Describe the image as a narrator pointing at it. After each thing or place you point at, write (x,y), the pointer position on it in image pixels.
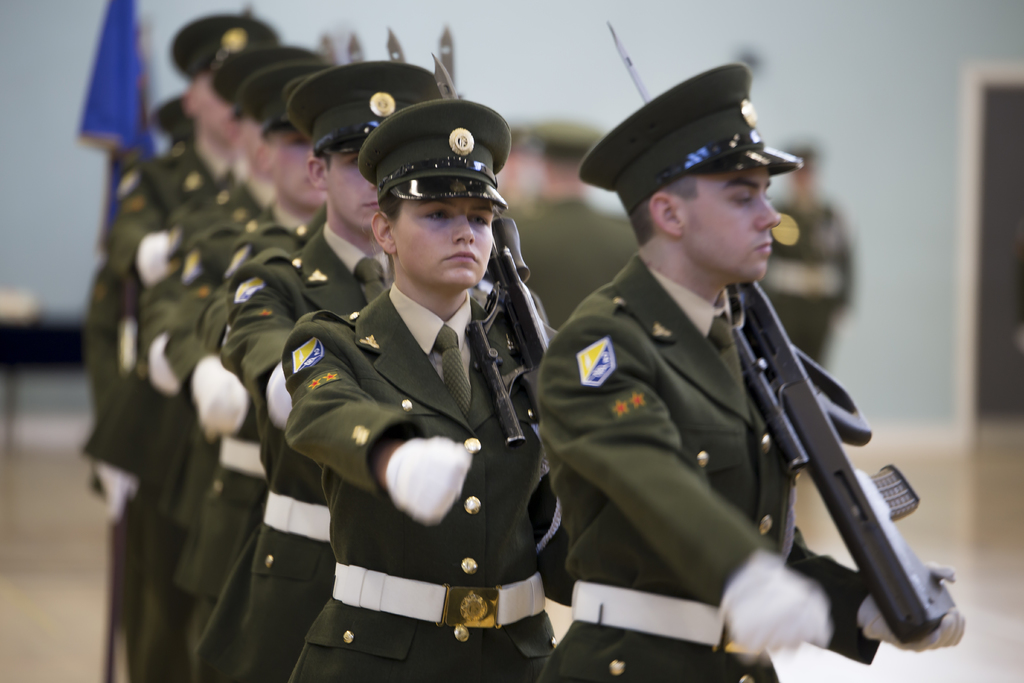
In the foreground of this image (534,483), there are people (236,421) walking in a line holding guns (494,303) on the floor (32,564). In the background (110,85), there is a blue color flag (127,49), wall (543,57) and few people (795,231) standing.
